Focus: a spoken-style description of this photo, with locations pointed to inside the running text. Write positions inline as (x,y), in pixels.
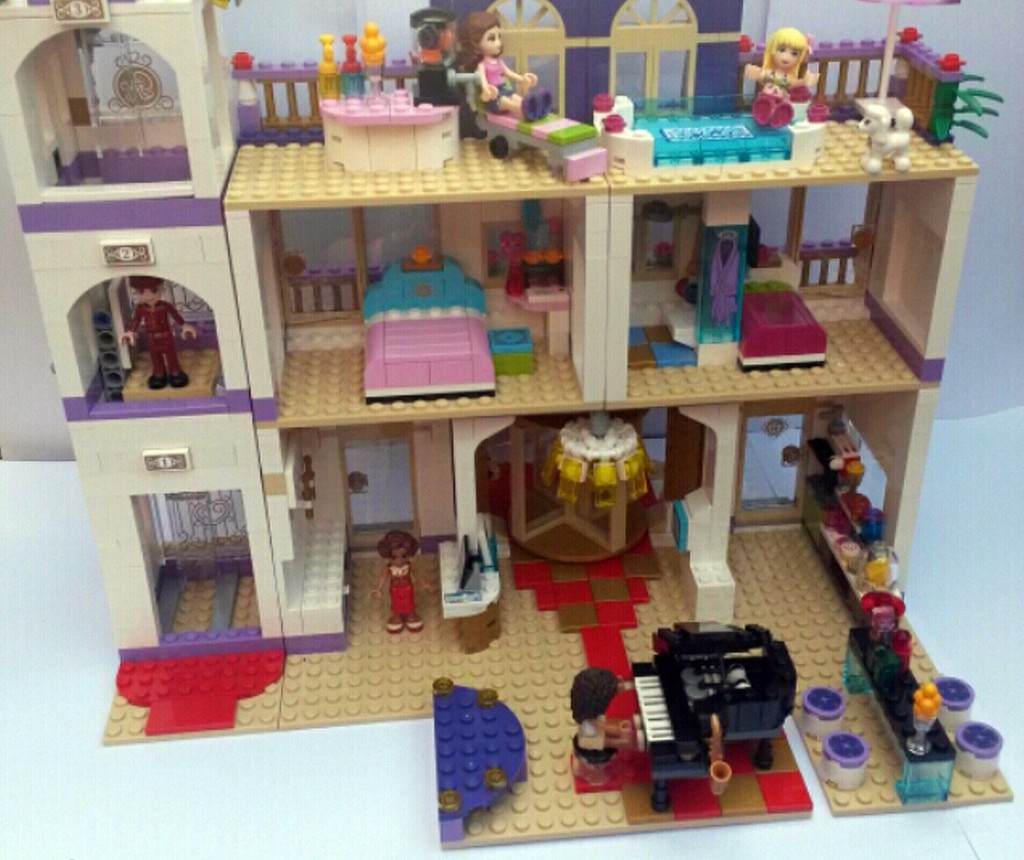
The picture consists of a building (725,340), constructed using lego (504,621). The surface (329,813) is white, in the background (1016,150) there is a wall (2,224) painted white.
